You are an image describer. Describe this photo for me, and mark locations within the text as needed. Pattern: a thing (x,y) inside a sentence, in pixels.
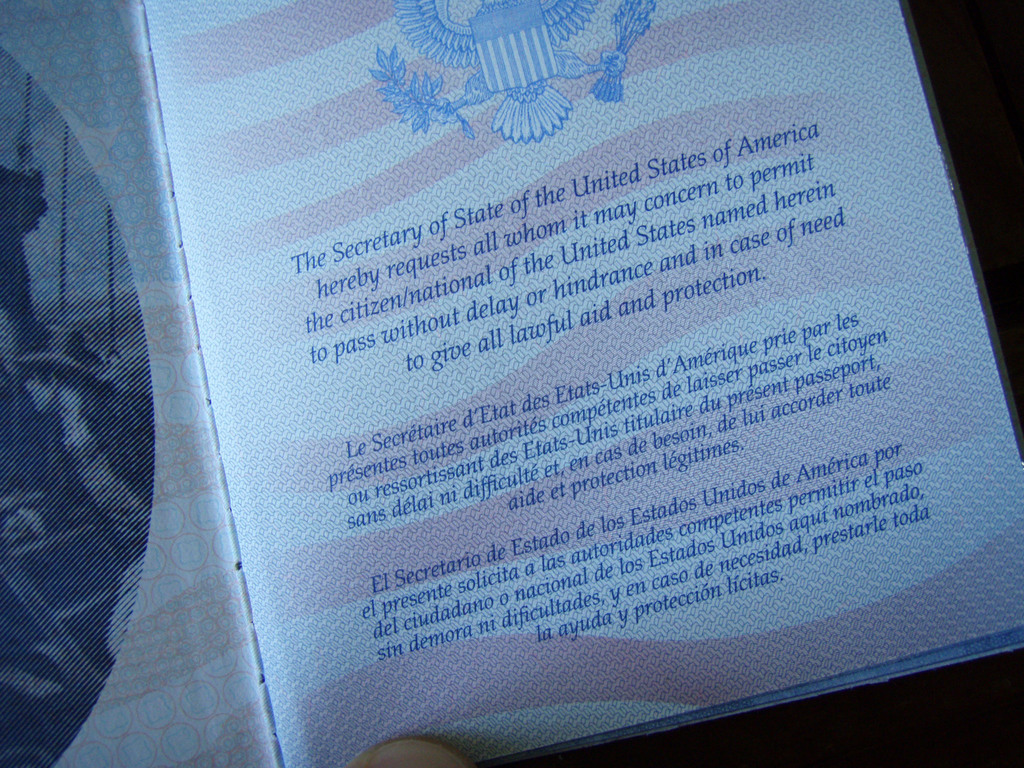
In this picture we can see a book (144,435) and on the book (322,367) it is written in blue color.
